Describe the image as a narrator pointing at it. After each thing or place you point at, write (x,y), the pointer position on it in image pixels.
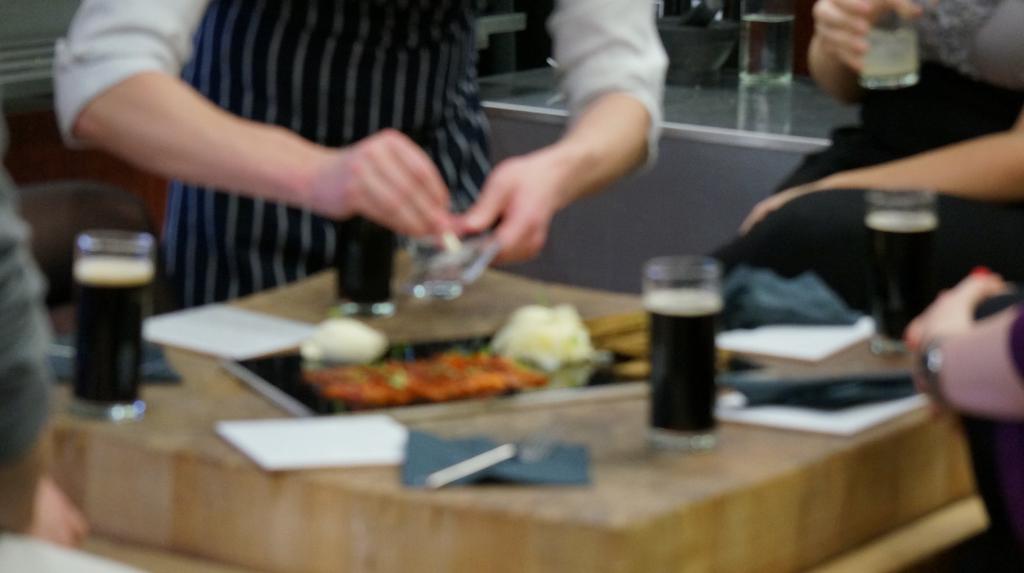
In a picture one man (100,30) is standing and holding something in his hands (423,222) in front of the table (505,419) there are glasses (675,395) and some food (470,381) on it with some papers (403,417) too and beside the table (457,410) one woman (834,247) is sitting and holding a glass (886,75) and behind them there is a table (776,116) and glass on it.
